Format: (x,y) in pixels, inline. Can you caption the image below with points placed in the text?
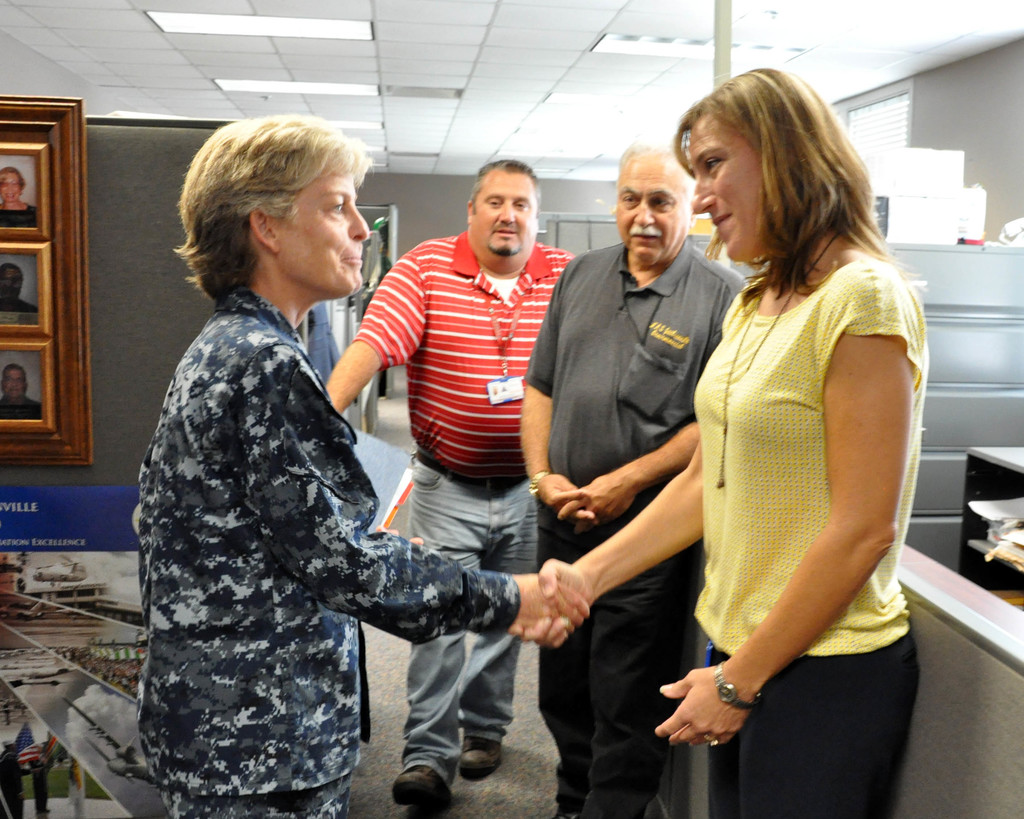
In this picture there are two women (914,448) who are shaking the hand (566,633). Here we can see two men (551,300) are standing near to the grey partition (944,598). On the left (49,456) we can see a photo frame (67,128) which is on the black wall (96,185). On the top (733,54) we can see light (359,28). On the right (998,521) we can see papers (1010,510) and books (1019,521) in this wooden rack (990,461). On the top right corner (855,114) there is a window (856,132).
